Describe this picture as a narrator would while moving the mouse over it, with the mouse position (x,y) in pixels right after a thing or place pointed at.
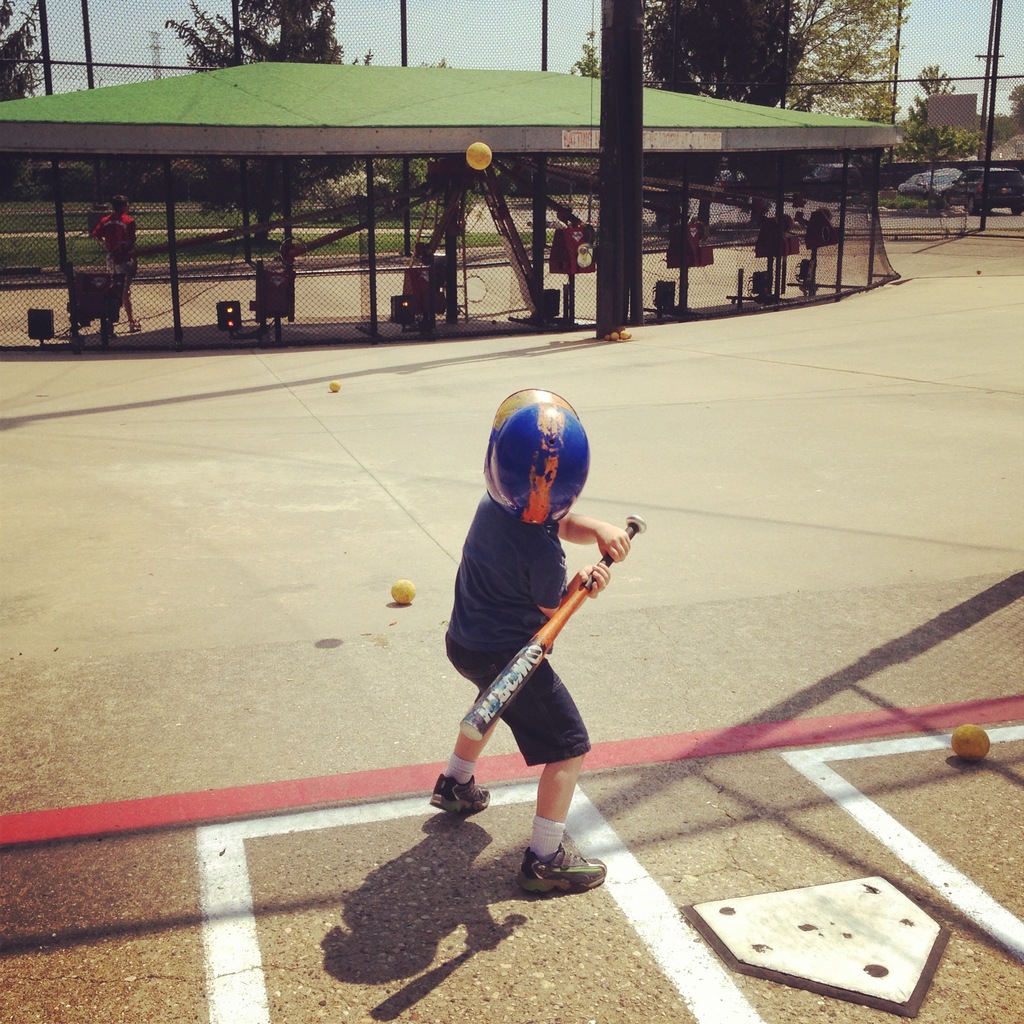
In this image I can see a boy (543,579) is playing baseball with a bat (534,657). He is looking at the ball (475,150). At the bottom of the image (363,935) I can see the land (269,812). In the background (715,144) there is a shed (359,167), under this there are some machines (594,259) and also there is a net fencing (227,265). On the top of the image (762,38) there are some trees (750,27) and buildings (938,100).
